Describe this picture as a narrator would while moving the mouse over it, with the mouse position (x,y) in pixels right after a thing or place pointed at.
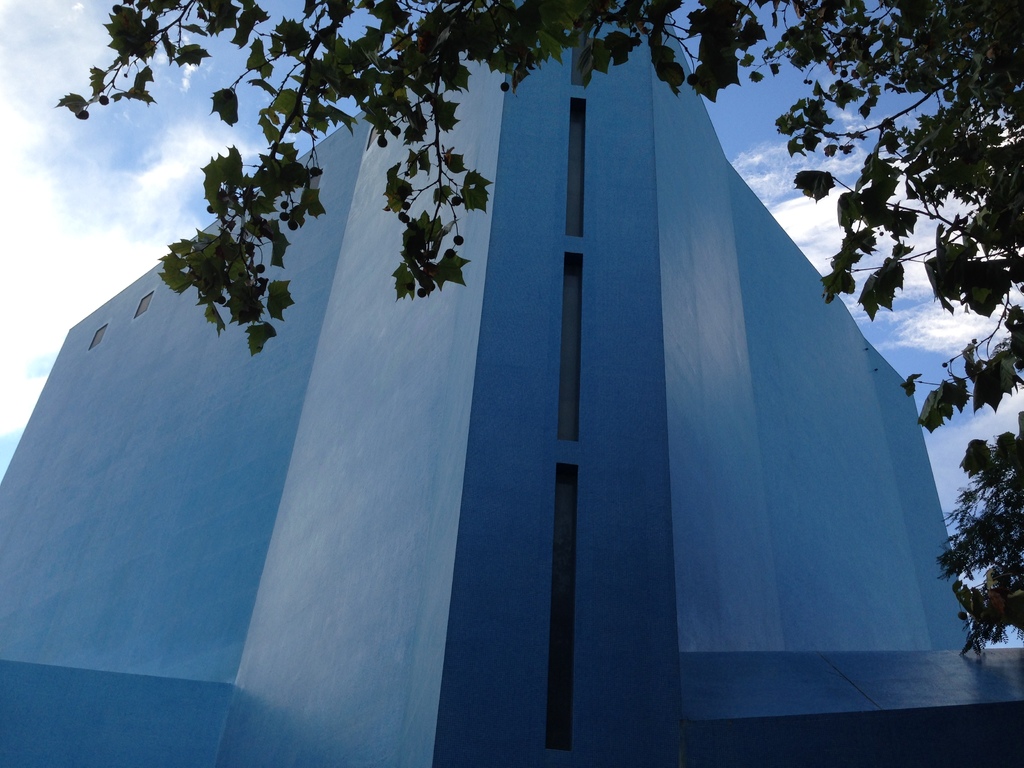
In this picture I can see a building (550,192), there are trees (1008,534), and in the background (61,185) there is sky (118,226).
